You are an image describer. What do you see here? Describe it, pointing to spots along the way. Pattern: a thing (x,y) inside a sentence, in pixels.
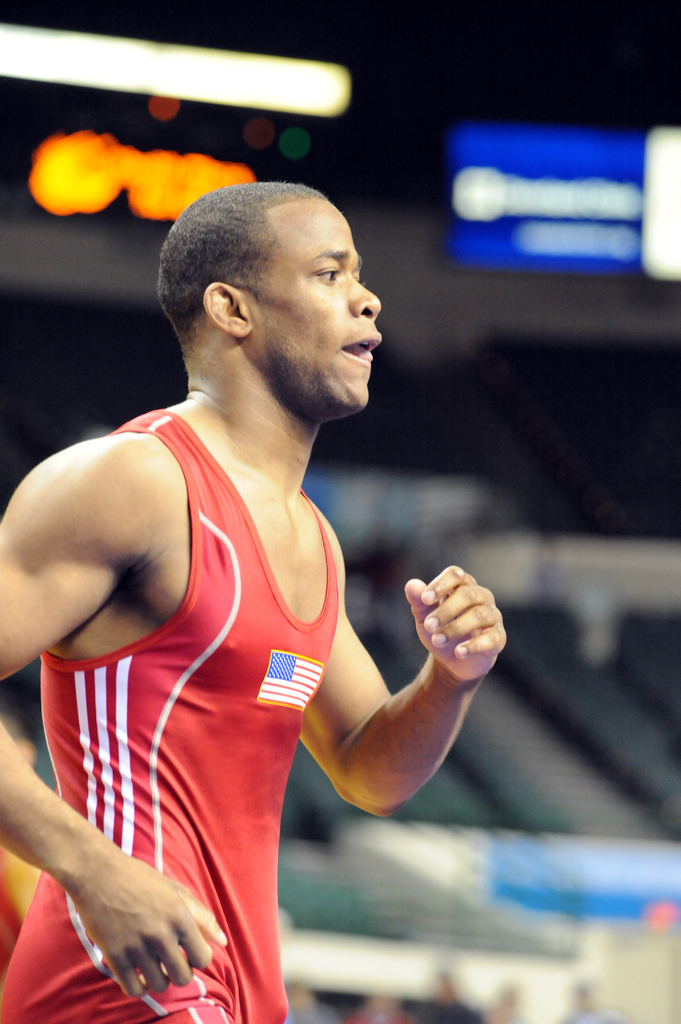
On the left side (202,737), there is a person (277,548) in red color t-shirt (237,646), running. And the background is blurred.
